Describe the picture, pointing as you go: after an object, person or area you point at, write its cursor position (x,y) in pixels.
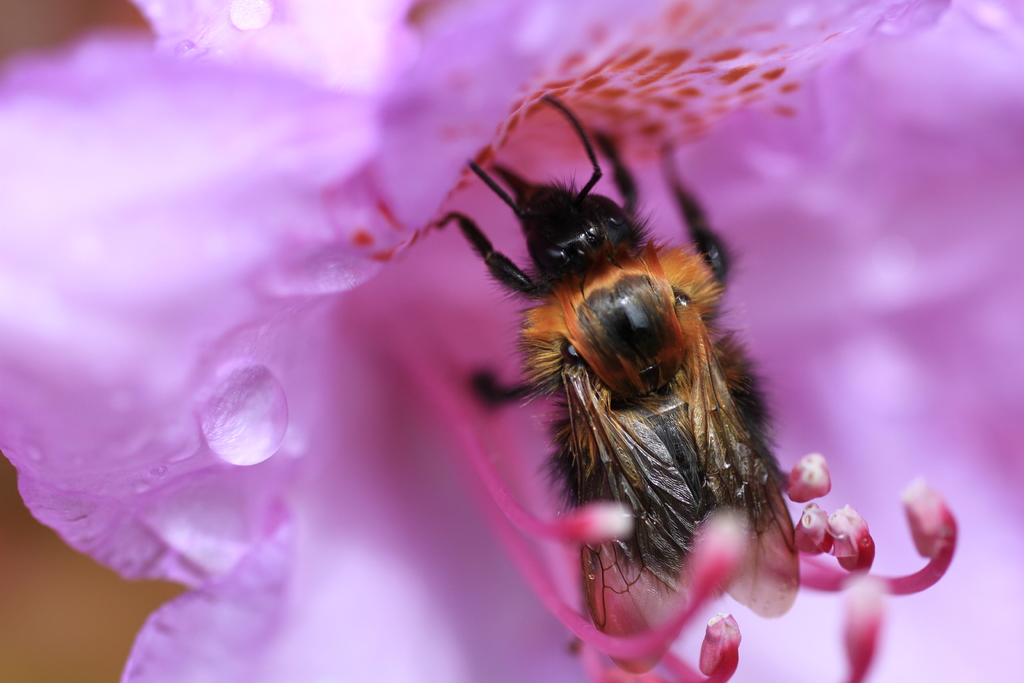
In this picture I can see honey bee (646,423) on the flower (338,337).
